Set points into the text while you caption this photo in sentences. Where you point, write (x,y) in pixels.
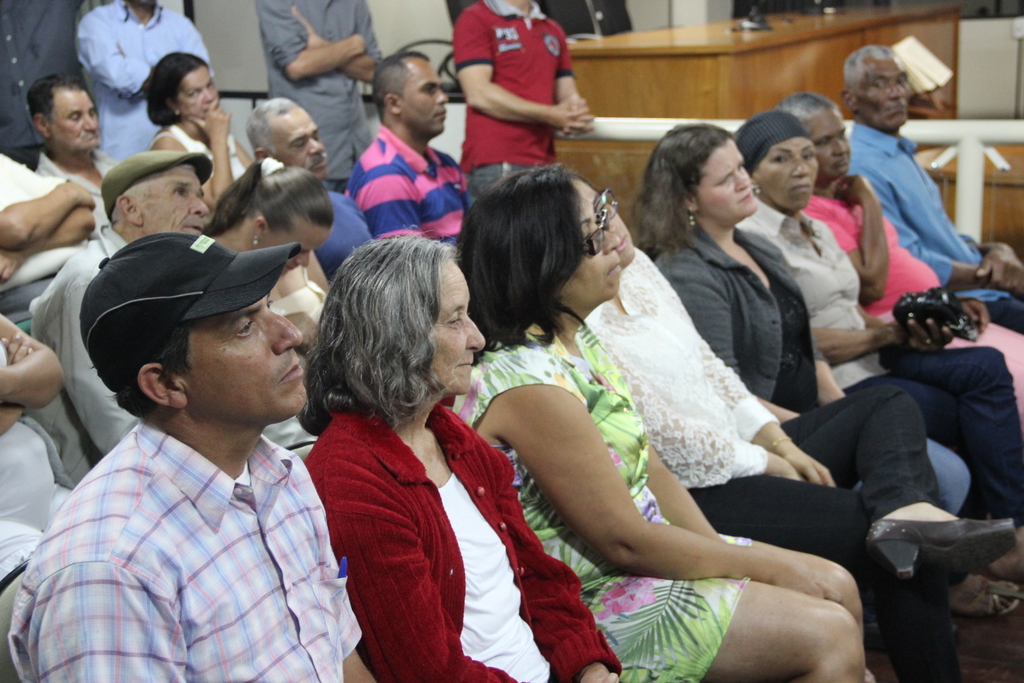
In this image we can see people (593,389) sitting and four persons (84,37) are standing in the background (512,122). Image also consists of empty chairs (584,30) and also a wooden table (794,38).
